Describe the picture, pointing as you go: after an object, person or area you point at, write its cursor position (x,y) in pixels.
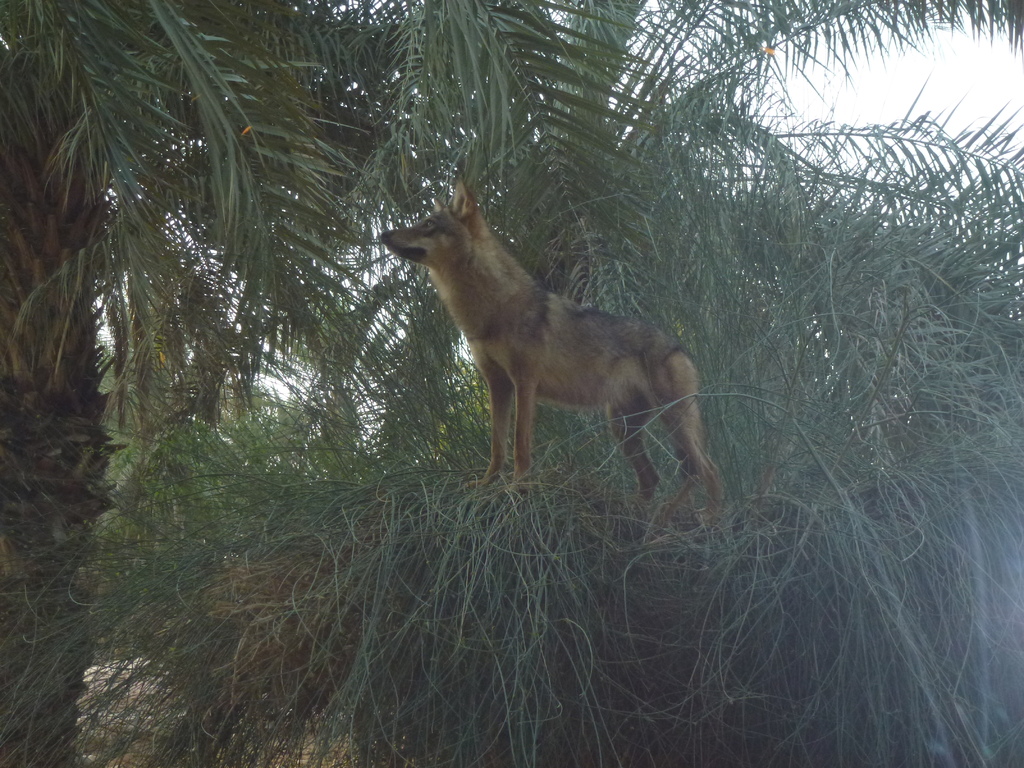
In this image I can see a brown colour dog (531,446). In the background (629,234) I can see number of trees (371,410).
